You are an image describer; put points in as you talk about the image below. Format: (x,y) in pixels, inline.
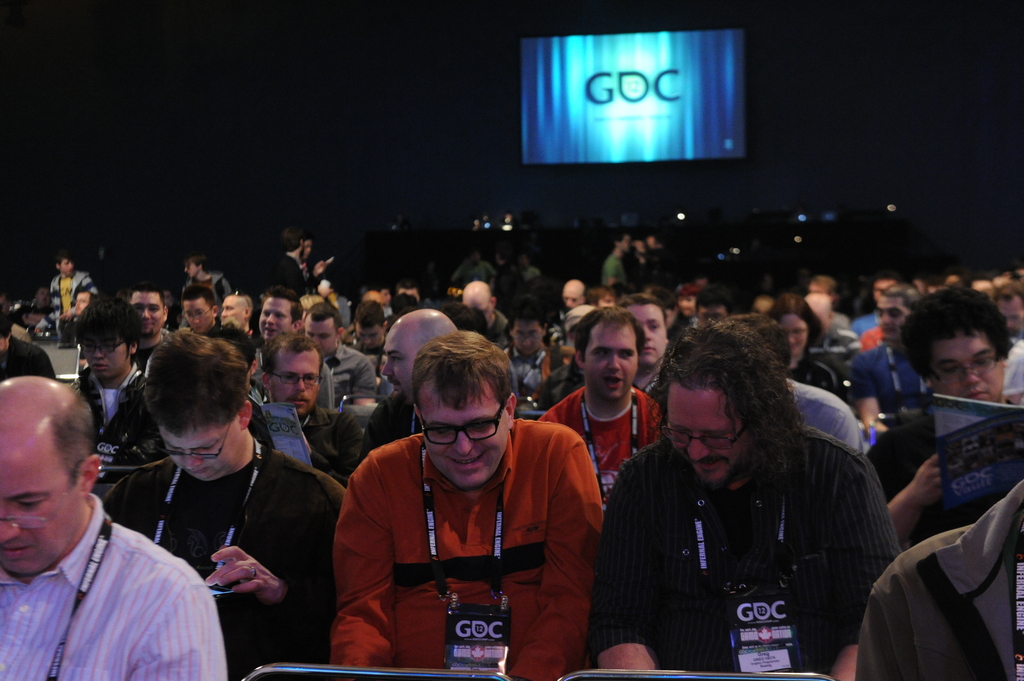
Here we can see crowd (138,521) and a screen (568,132). There is a dark background (783,91).
